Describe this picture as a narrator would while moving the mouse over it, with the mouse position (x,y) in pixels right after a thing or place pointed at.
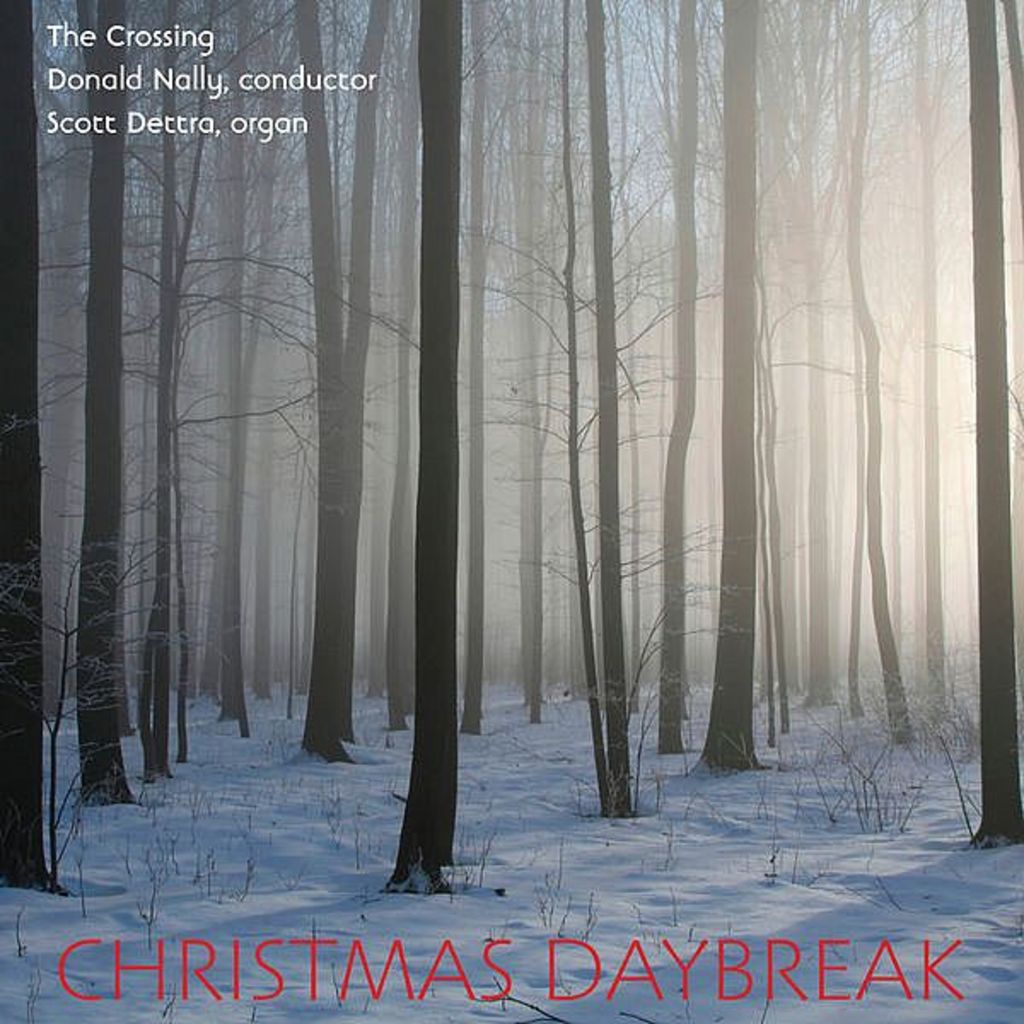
In this image there are many trees (329,503). On the ground (366,867) there is snow (603,857). In the top (171,76) and bottom there are some texts (467,975).
